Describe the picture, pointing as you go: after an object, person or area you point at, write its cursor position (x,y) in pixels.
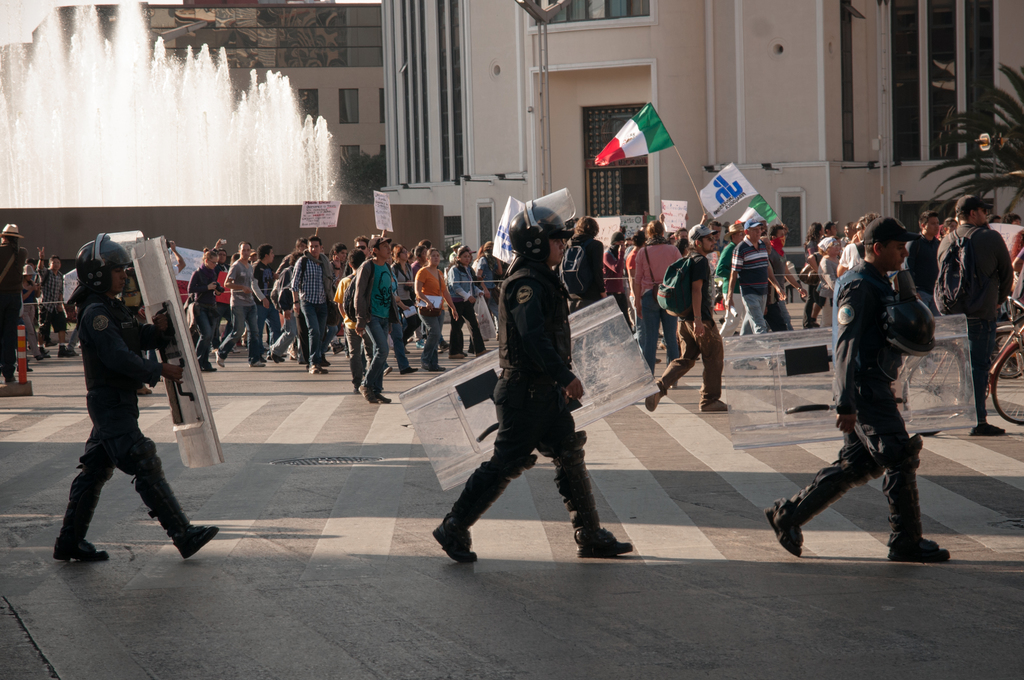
In this picture there are cops (519,389) in the center of the image (539,438) and there are other people (778,259) in the center of the image (571,252), some of them are holding posters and flags (718,190), it seems to be a march and there is a building (516,82) at the top side of the image (576,130), there is a fountain (66,70) on the left side of the image (146,83).
